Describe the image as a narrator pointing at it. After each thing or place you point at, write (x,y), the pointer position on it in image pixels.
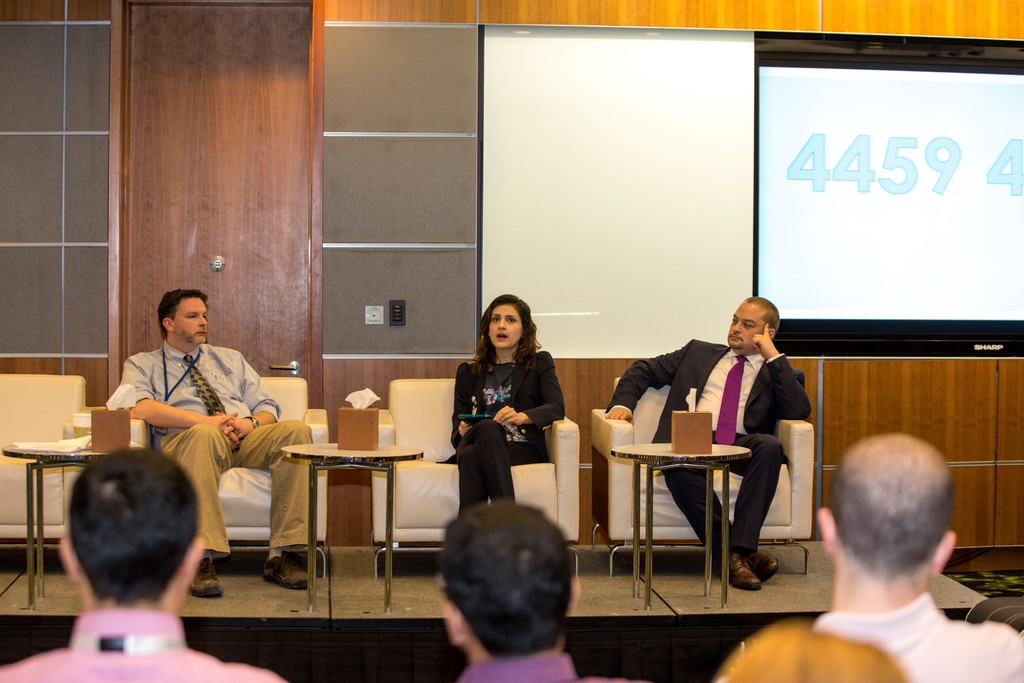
In this Image I see 2 men (793,380) and a woman (474,427) who are sitting on chairs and there are tables (99,455) in front of them and In the background (14,146) I see a screen (967,69) and the wall (703,25) and I can also see few people (998,643) over here.
